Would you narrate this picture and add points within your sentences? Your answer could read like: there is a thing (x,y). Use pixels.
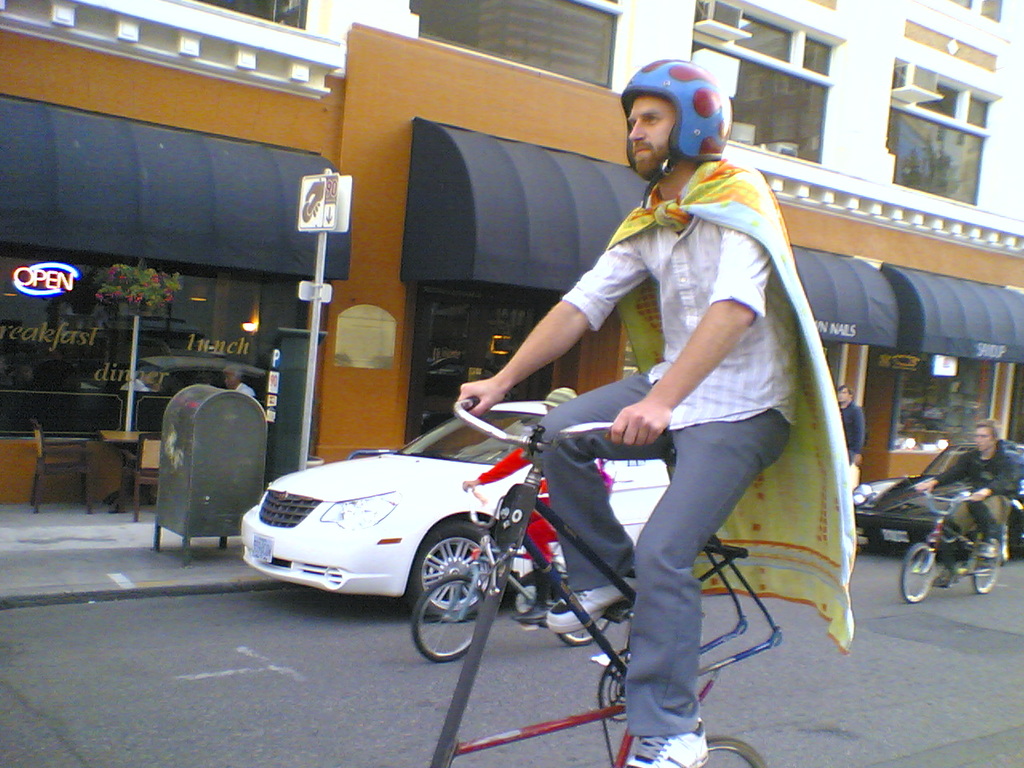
In this picture we can see a man (690,179) wearing helmet (685,97) and a towel (711,213) on his shoulders (768,241) and riding a vehicle (530,489). Near to the store (985,291) and buildings (925,184) we can see vehicles (955,486). This is a mailbox (232,441), board (315,194) over a pole (315,385). Here we can see chair (70,452) and table (124,444) near to the store (107,386). This is a flower plant (132,297).
